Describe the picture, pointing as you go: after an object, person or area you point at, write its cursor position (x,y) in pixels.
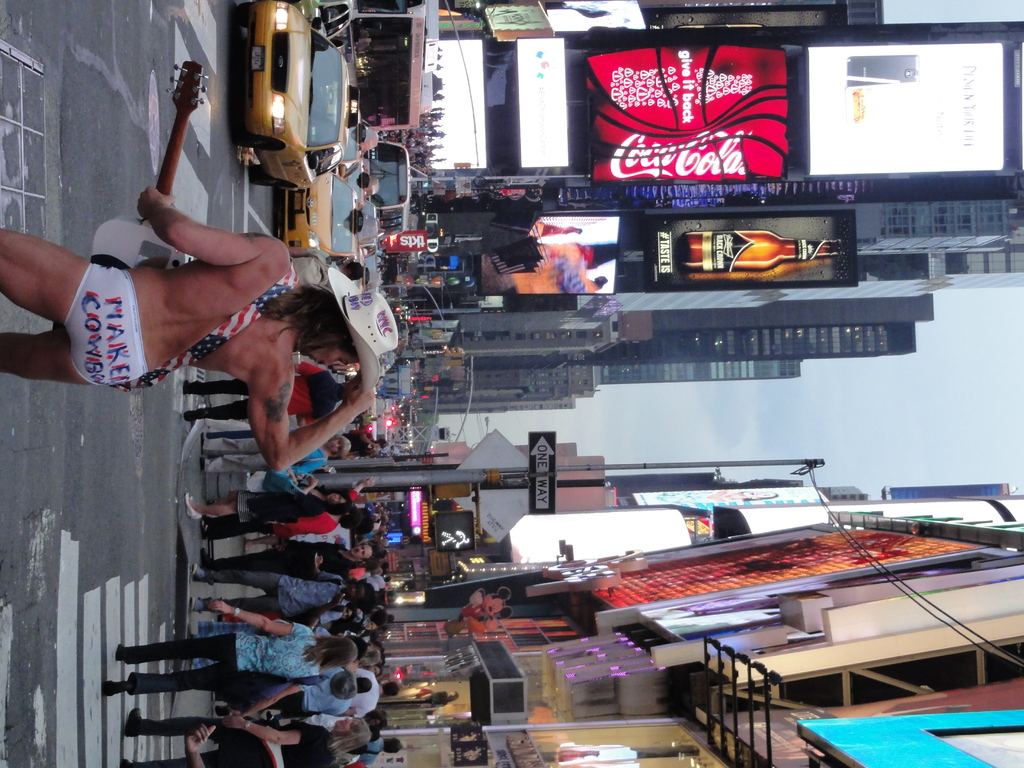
In this image we can see a group of people (218,469) standing on the road (77,492). One person (234,370) wearing a cap (354,331) is holding a guitar (161,257) in his hands (154,210). In the background (425,612), we can see a group of cars (301,138) parked on the road (213,98), a group of buildings (526,336) and sky (898,424).
